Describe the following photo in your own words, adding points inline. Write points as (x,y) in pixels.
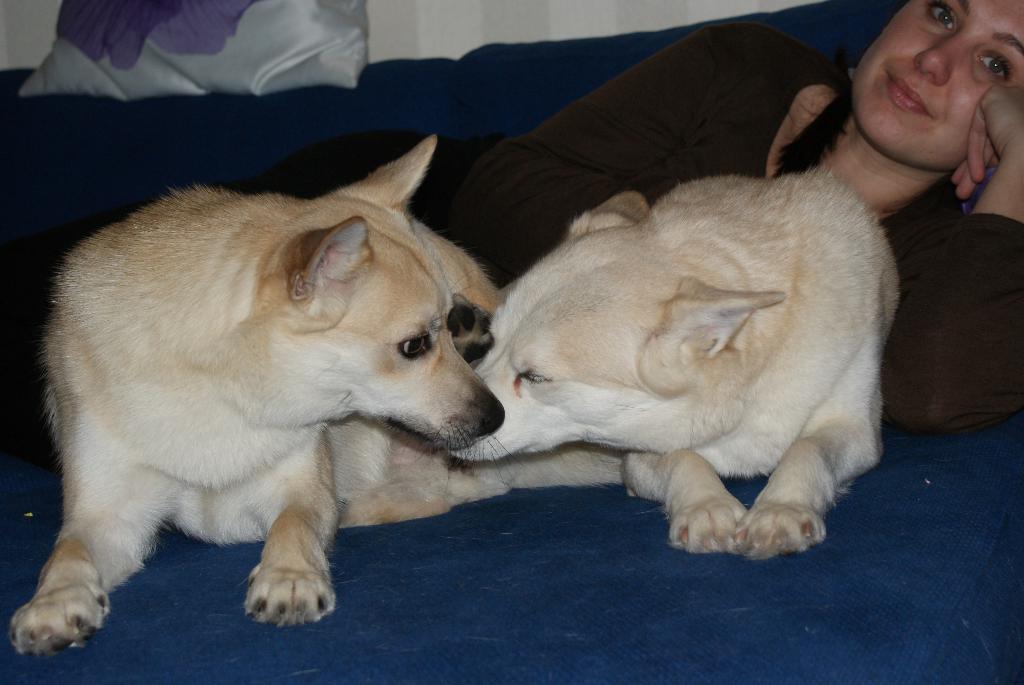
There is a woman (806,97) laying on blue surface (395,82), in front of her we can see two dogs (630,224). In the background (563,33) we can see pillow (341,5) and wall (536,24).
